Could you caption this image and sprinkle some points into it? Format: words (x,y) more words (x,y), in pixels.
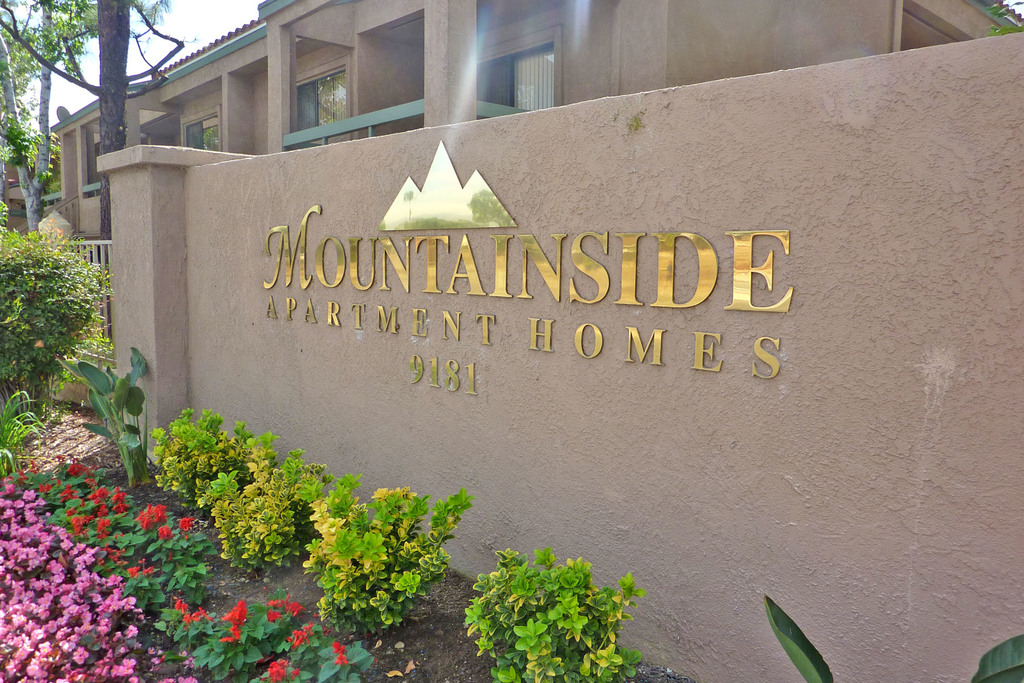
Here we can see plants (170,465), flowers (88,682), and trees (23,161). This is a wall (568,357). In the background (184,79) we can see a house (255,69) and sky (201,35).
